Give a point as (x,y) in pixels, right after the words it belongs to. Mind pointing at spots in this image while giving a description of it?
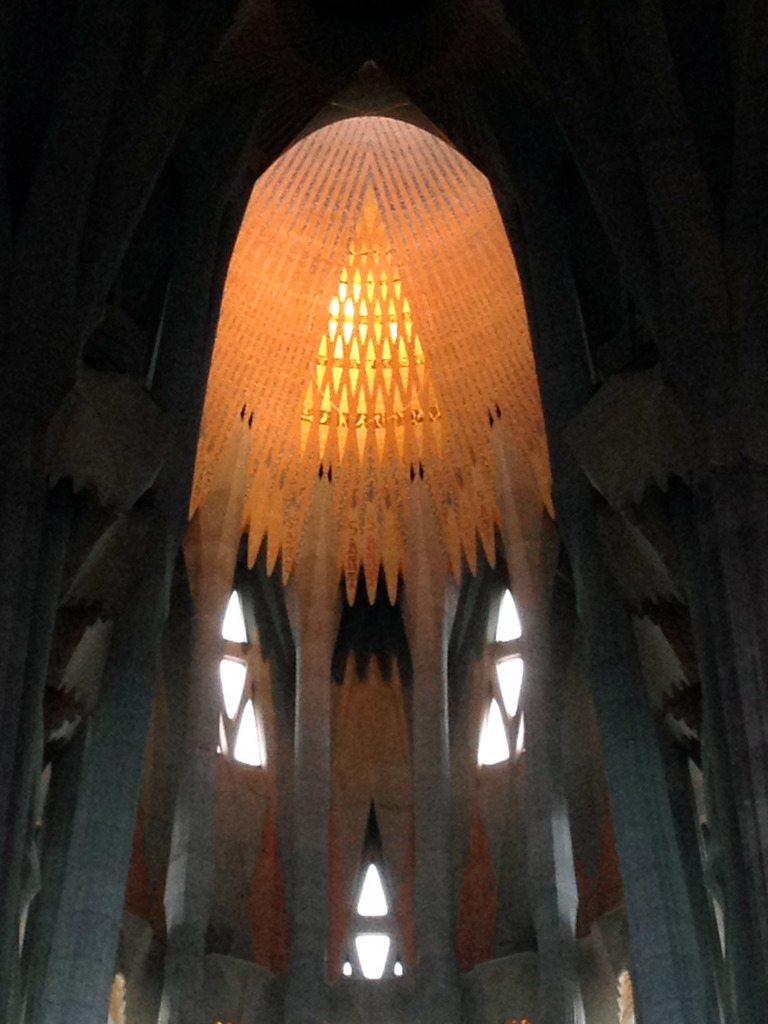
In this image I can see the inner part (359,527) of the building (412,459) and I can also see the light (385,330). In the background (501,673) the sky (516,674) is in white color.
